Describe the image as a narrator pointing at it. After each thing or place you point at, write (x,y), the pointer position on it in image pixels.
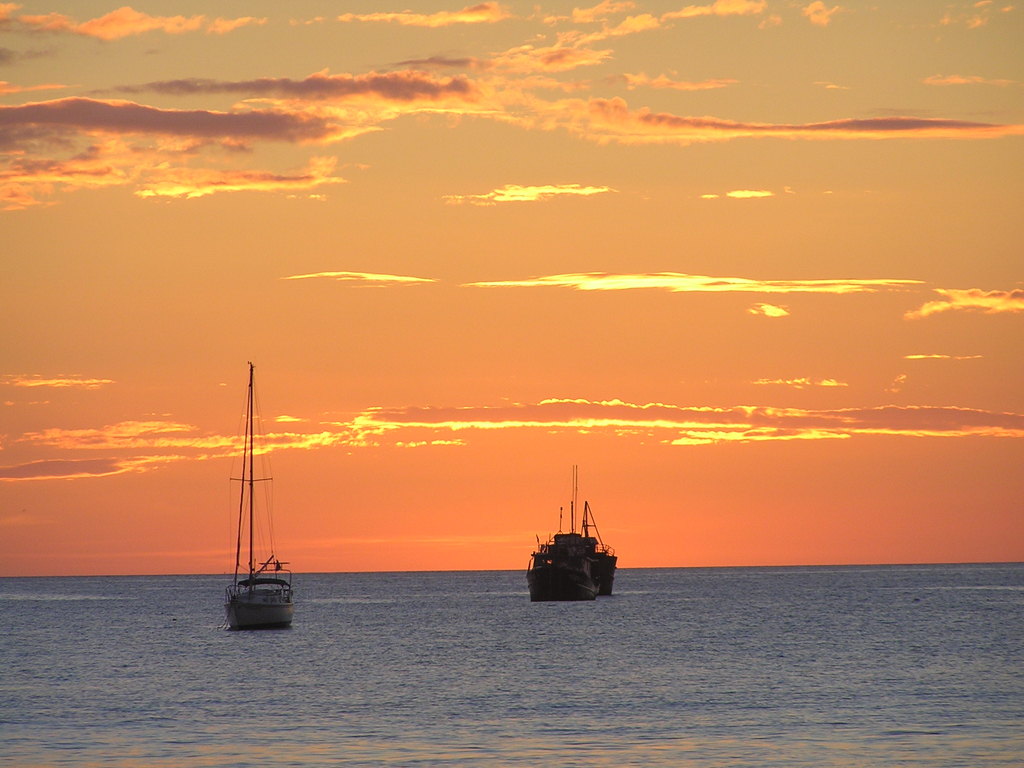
In the picture we can see some ships (547,597) which are sailing on water (442,644) and top of the picture (517,213) there is orange color sky (562,295).
